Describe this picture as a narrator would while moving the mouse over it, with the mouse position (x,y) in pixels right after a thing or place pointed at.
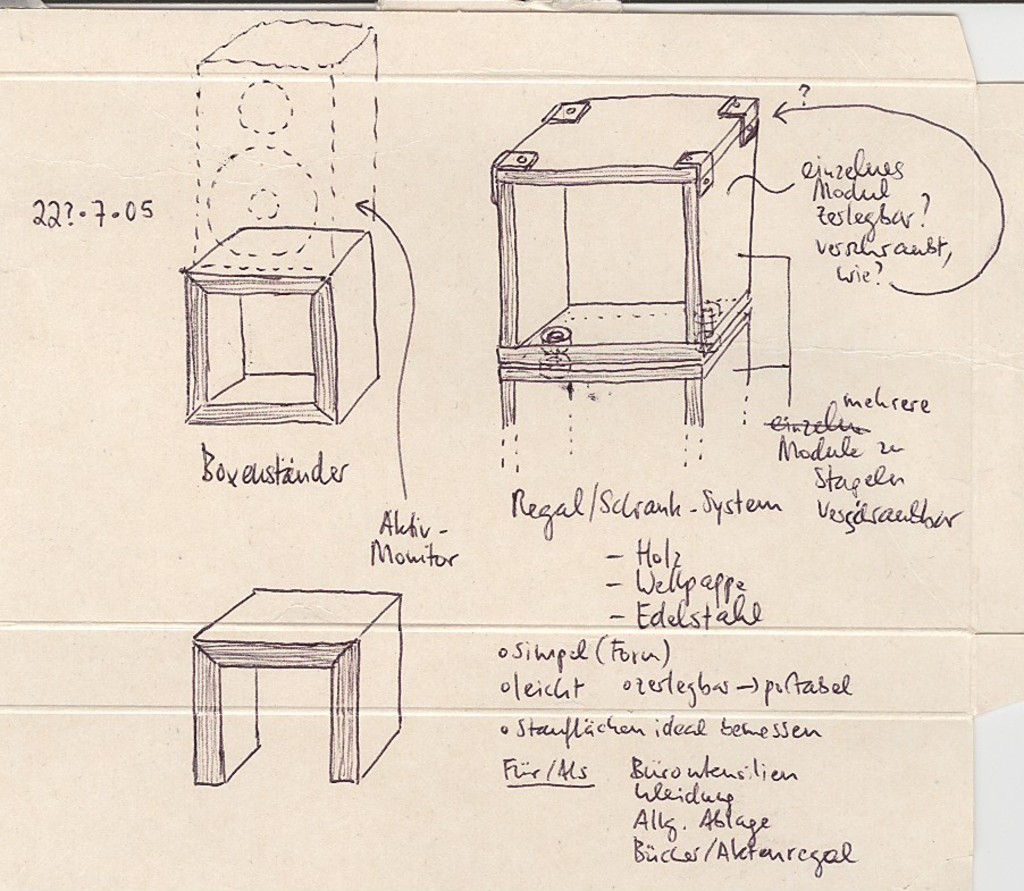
In the image we can see there is a poster (530,469) on which there are drawings (281,260) are done and there is a matter (644,827) written on it.
